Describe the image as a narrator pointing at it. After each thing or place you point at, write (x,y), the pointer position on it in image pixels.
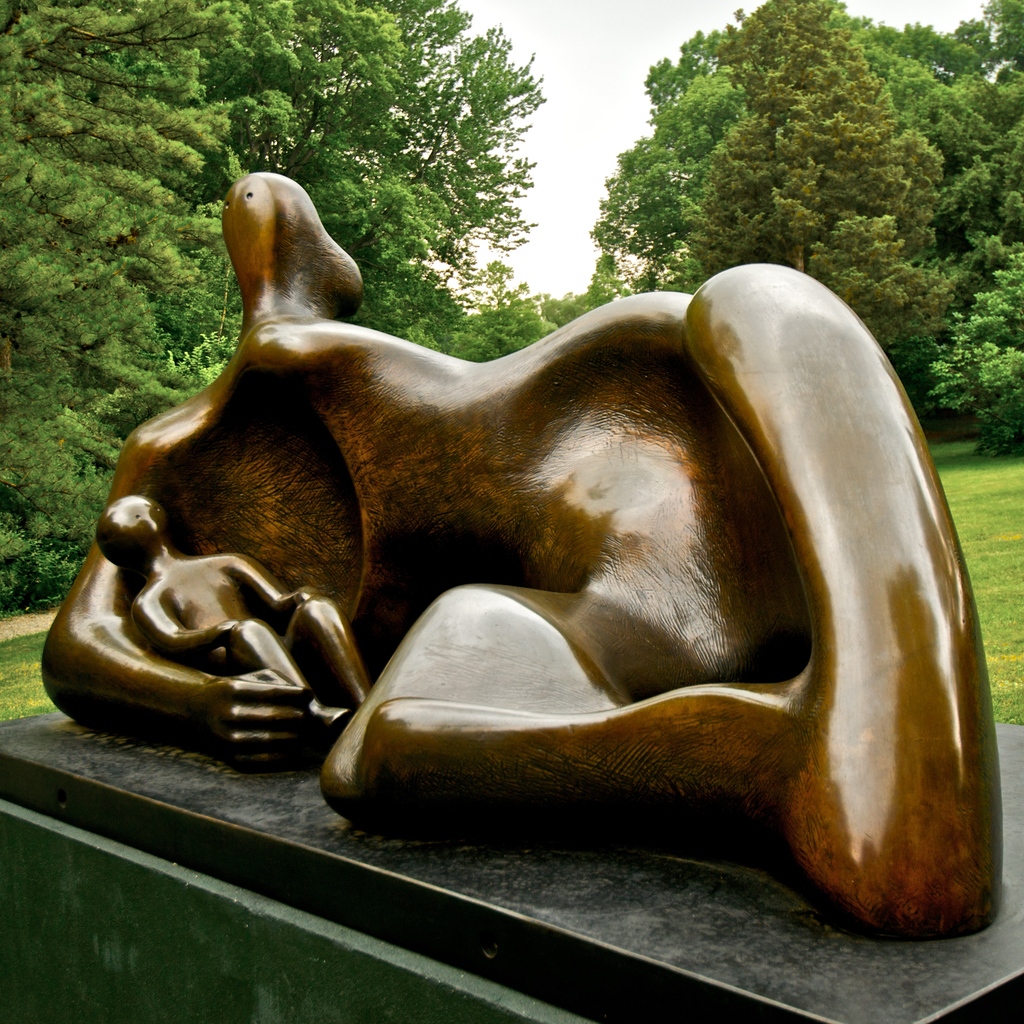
In this picture I can see a statue (581,353), there is grass (1001,600), there are trees (765,147), and in the background (530,219) there is the sky (603,153).
